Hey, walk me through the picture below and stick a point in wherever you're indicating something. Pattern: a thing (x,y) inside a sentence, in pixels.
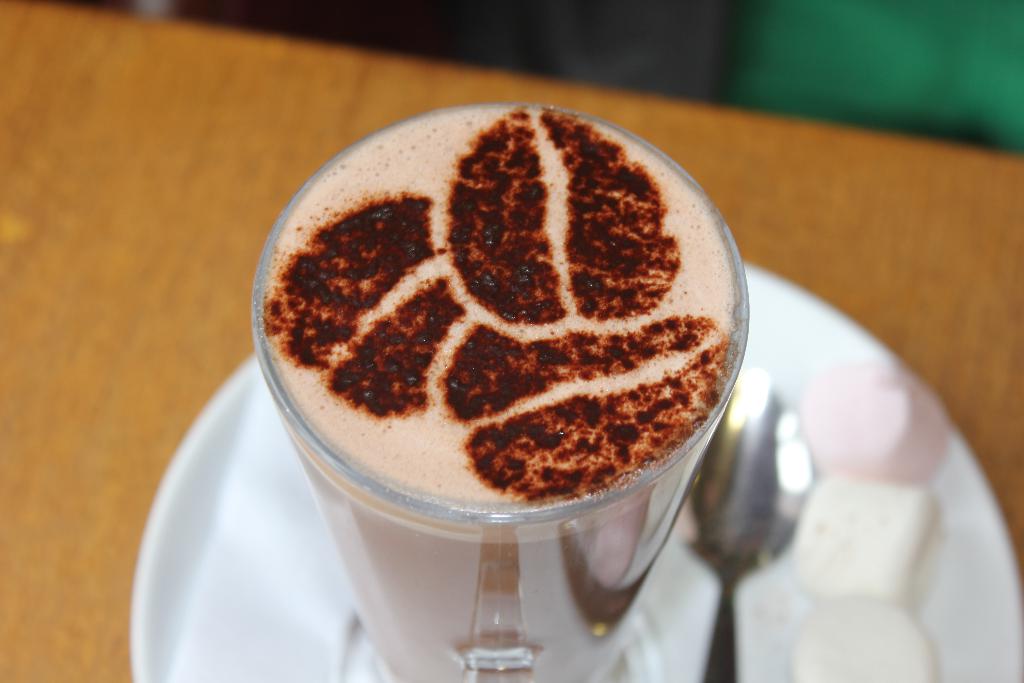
In this image we can see a glass (423,487) with some drink (458,483) and coffee art (612,483) at the top of the glass (437,544), spoon (749,509), white color food item (864,545) on the plate (797,583), there we can also see a table (182,154) where the plate (784,587) is located on it.
